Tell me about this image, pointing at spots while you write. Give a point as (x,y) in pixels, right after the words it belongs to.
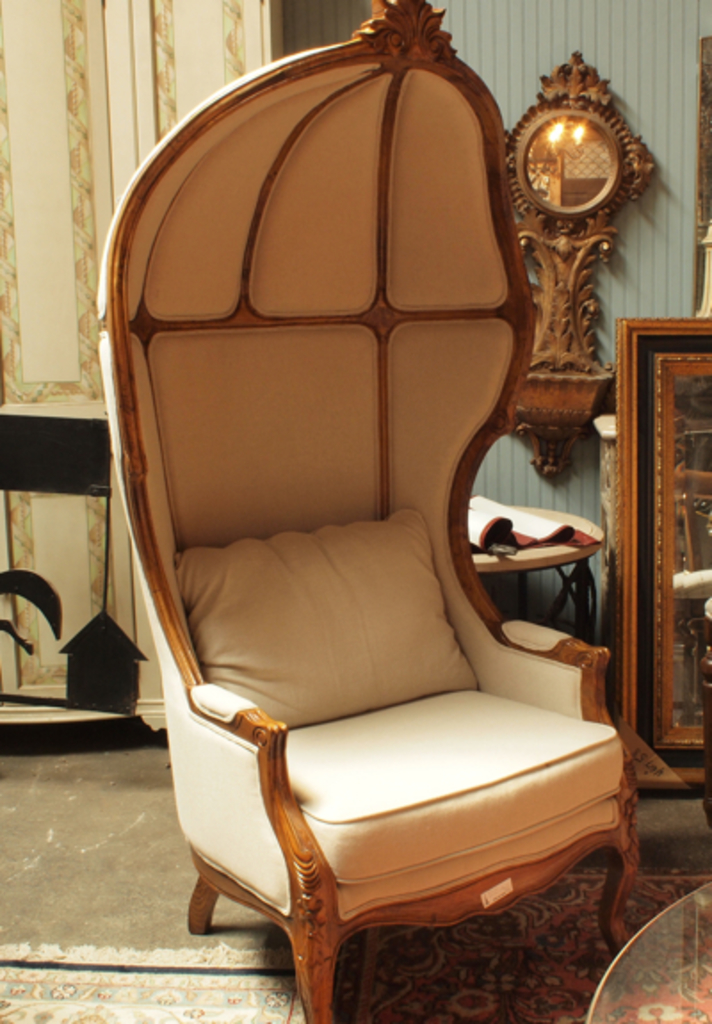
In this image I can see a couch (258,761) in cream color, background (642,402) I can see a frame (617,354) and a mirror (599,177) attached to some object (623,177).
